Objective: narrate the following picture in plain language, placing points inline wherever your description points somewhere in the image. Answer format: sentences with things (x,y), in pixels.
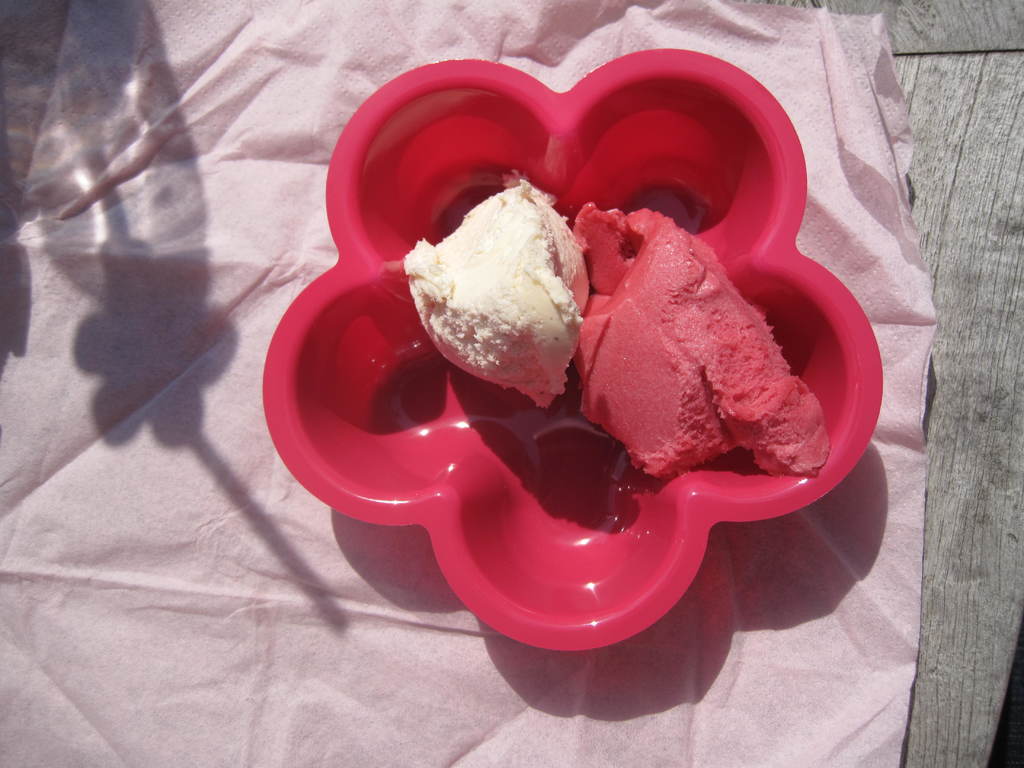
In this image I can see a white and red color ice-cream (649,340) in red color plate (630,540). Plate (624,557) is on the pink tissue (829,663). Tissue (902,601) is on the table (955,556).
